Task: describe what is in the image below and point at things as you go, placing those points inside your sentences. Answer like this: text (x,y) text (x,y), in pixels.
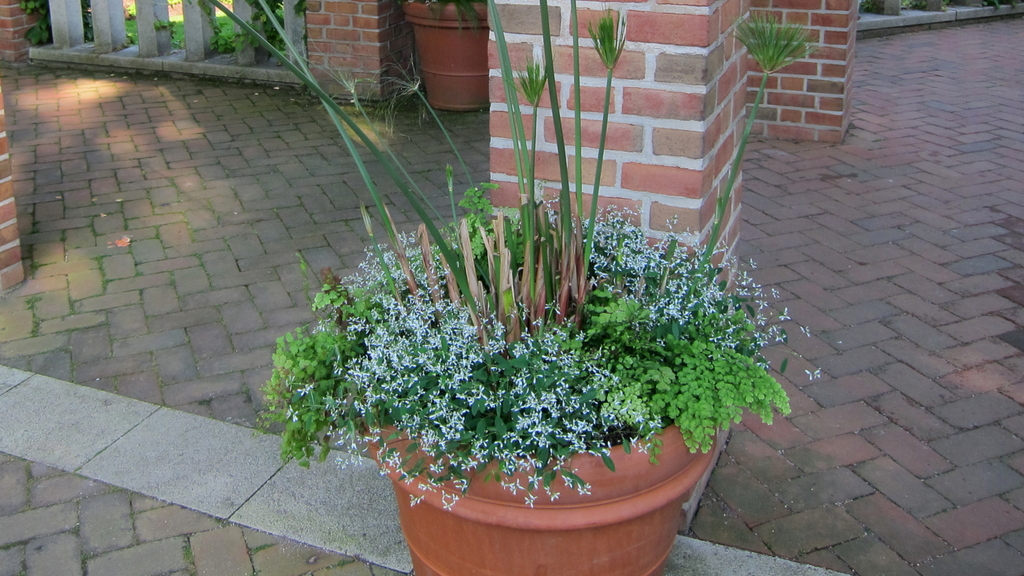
In this image, at the middle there is a brown color flower pot (605,564), there are some green color plants (508,352), there are some pillars (632,183), there is a floor (867,325).
